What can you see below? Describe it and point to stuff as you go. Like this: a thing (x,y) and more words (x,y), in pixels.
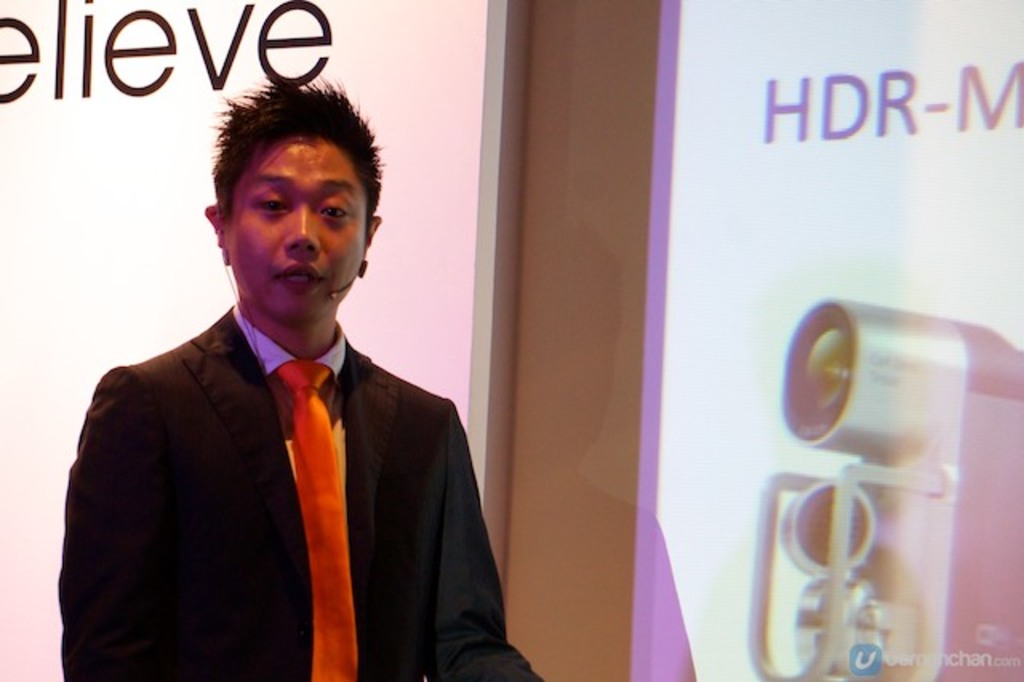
This picture is highlighted with a man (282,449) and he is giving a speech. On the right side of the picture (864,262) we can see a projector screen (860,309).
